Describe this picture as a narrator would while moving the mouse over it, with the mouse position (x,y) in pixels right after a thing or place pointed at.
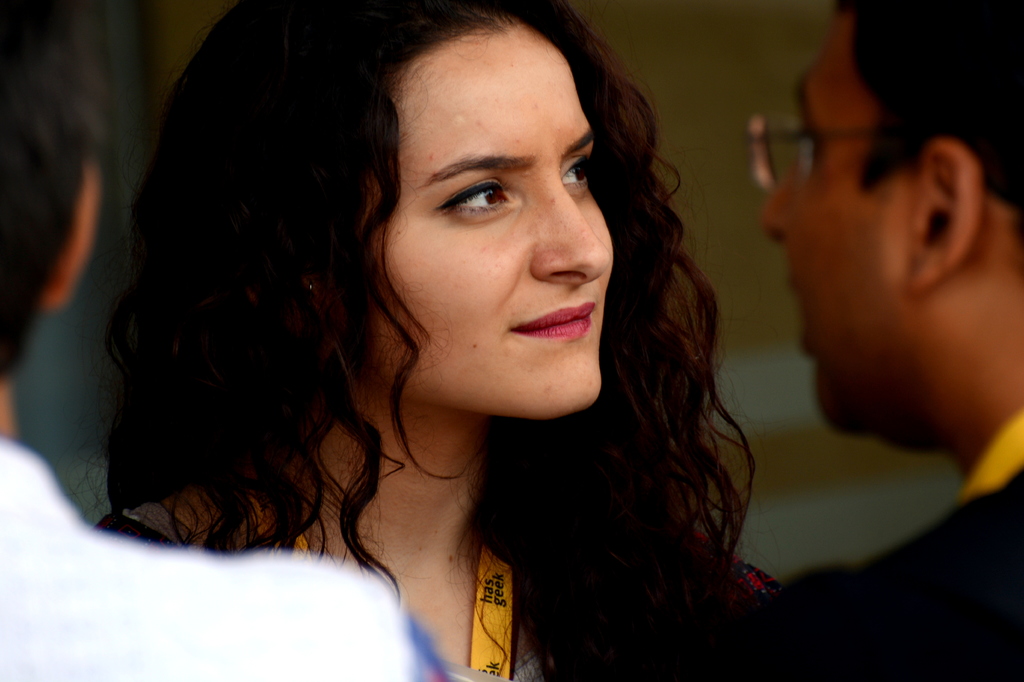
In this image I can see a person (23,112) wearing white colored dress (137,549) and another person (875,585) wearing black colored dress (919,603). I can see a woman (541,467) in front of them and in the background (788,498) I can see the cream and white colored object (779,483).
